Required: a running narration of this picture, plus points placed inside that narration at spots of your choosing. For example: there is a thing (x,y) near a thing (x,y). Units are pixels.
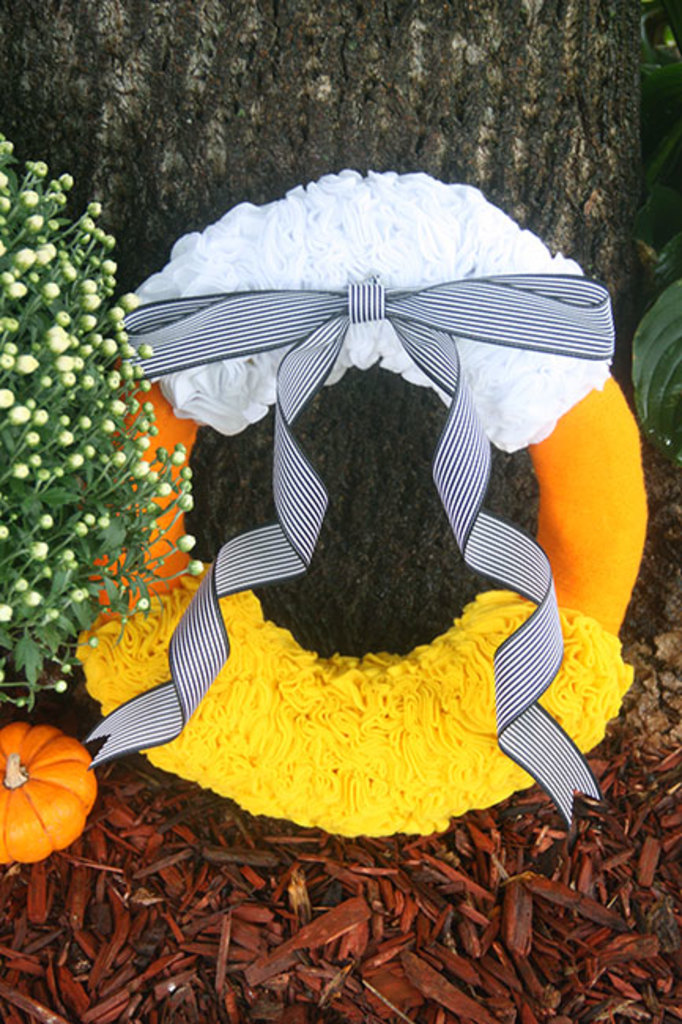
In this picture there is an object (338,339) decorated and there is a tree trunk (327,61) behind it and there is a plant (31,468) and a pumpkin (31,763) beside it.
